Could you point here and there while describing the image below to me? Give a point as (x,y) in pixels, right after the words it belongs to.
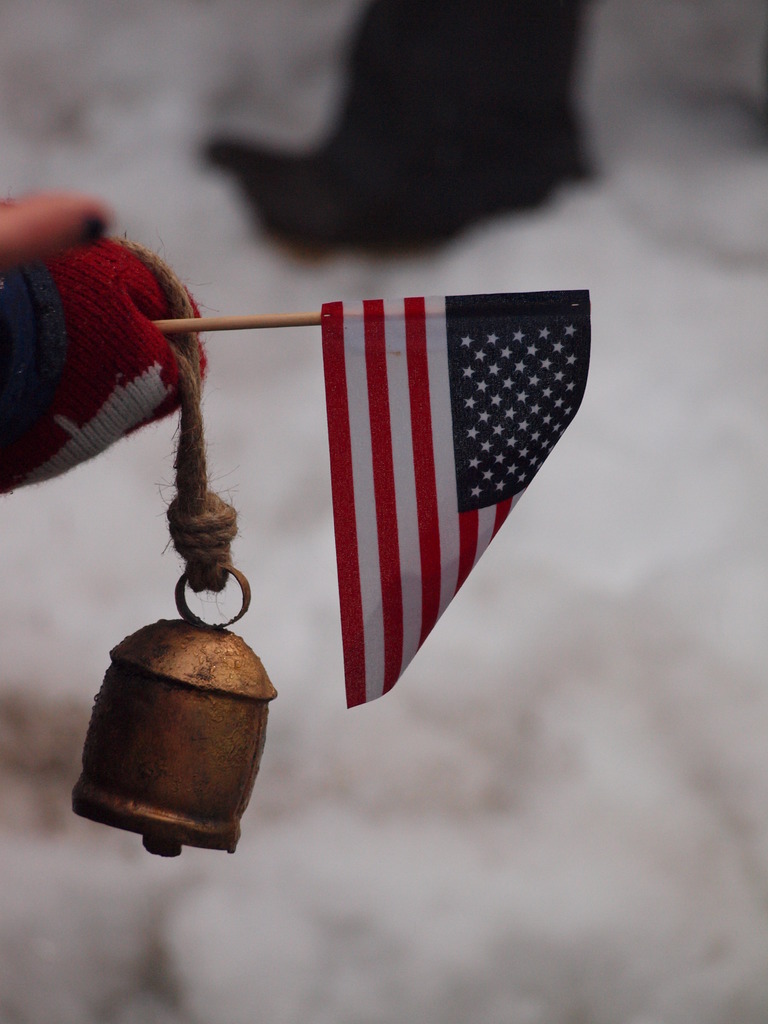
In this image, we can see a person (82,277) wearing glove (125,326) and holding a flag (419,345) and a bell (158,827) and the background (555,815) is not clear.
